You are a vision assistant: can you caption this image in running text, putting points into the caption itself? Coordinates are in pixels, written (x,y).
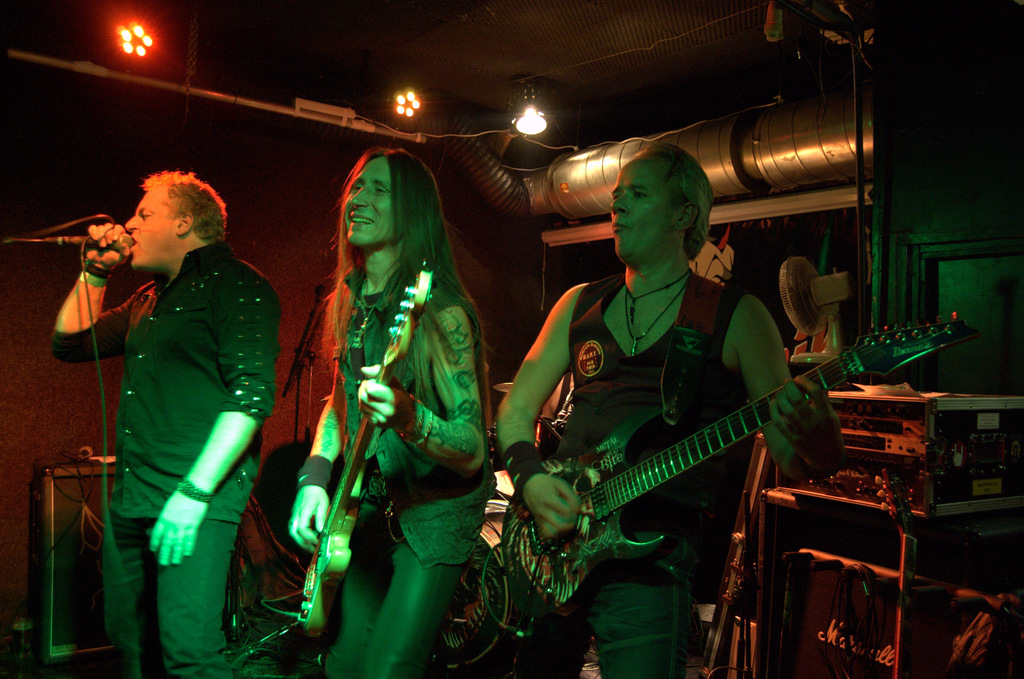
In this image, 3 peoples (437,471) are standing. Two are holding a musical instrument (635,491). On the left side (182,405), the human (175,324) is holding a microphone (123,244). He is singing in-front of microphone (129,242). At the background (863,472), we can see some instruments (909,496), wires (875,599), table fan (822,302), iron things (559,195), lights (530,121). Roof (493,93) we can see. Here we can see pipe (303,115). The background (493,597), we can see another musical instrument (476,621). Here we can see human hand (192,509).
